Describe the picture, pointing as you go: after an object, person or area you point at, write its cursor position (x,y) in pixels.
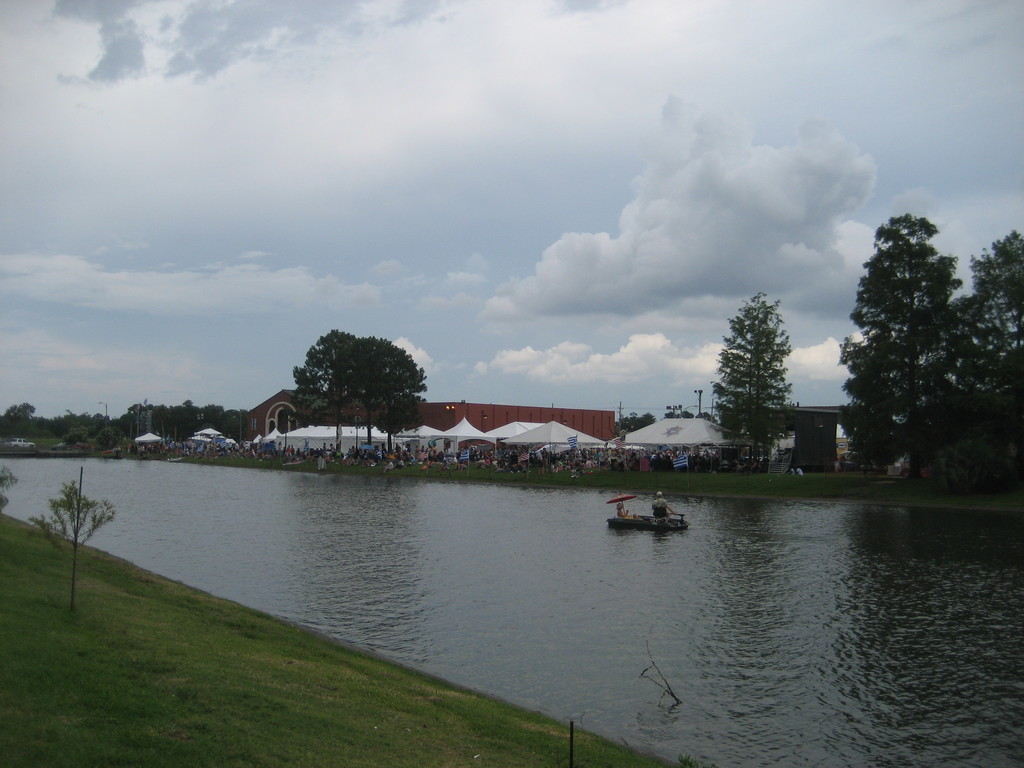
As we can see in the image there is grass (246,717), plants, trees (318,412), tent (463,426), few people (577,453) here and there, water (450,547) and boat (655,517). On the top (347,160) there is sky (692,142) and clouds (510,108).
